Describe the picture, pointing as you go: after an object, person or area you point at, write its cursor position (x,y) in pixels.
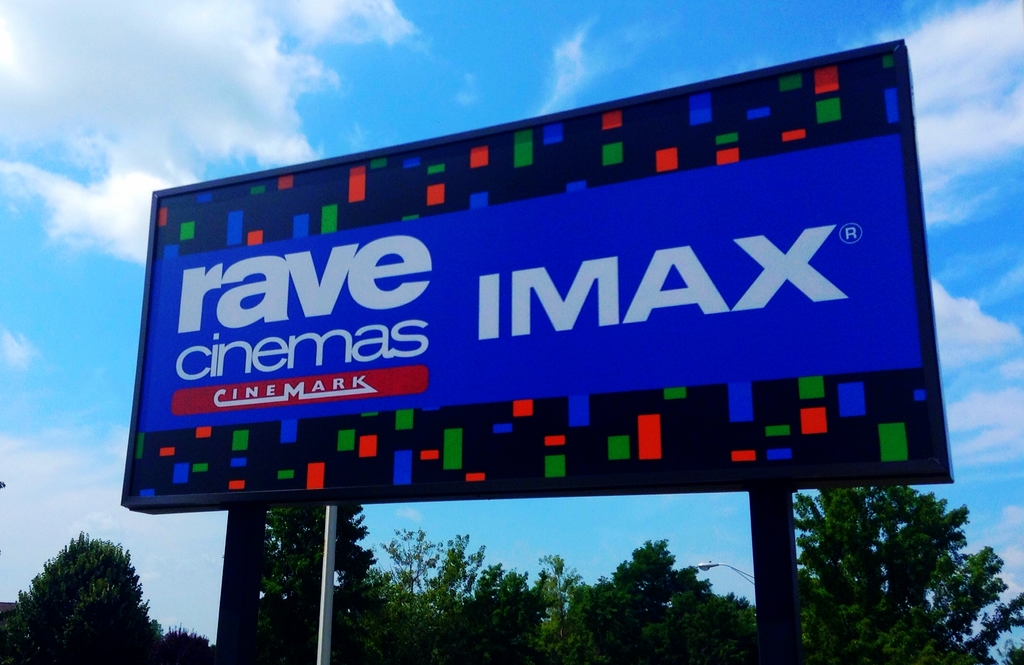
This picture is clicked outside. In the center (475,250) we can see the text (227,406) on the banner (512,444) which attached to the metal rods (776,647). In the background (744,531) we can see the sky (56,514), trees (824,589) and a street light (703,565).
